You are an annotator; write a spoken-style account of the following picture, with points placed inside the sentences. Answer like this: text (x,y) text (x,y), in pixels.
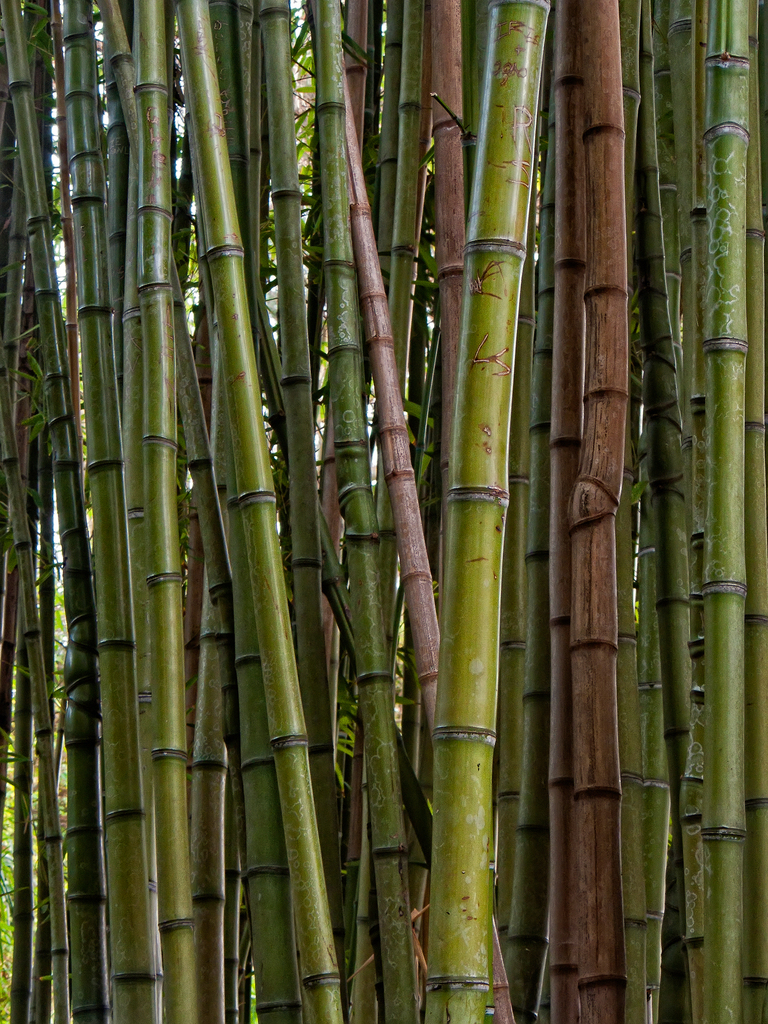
In this image I can see number of bamboo sticks (381,433).
